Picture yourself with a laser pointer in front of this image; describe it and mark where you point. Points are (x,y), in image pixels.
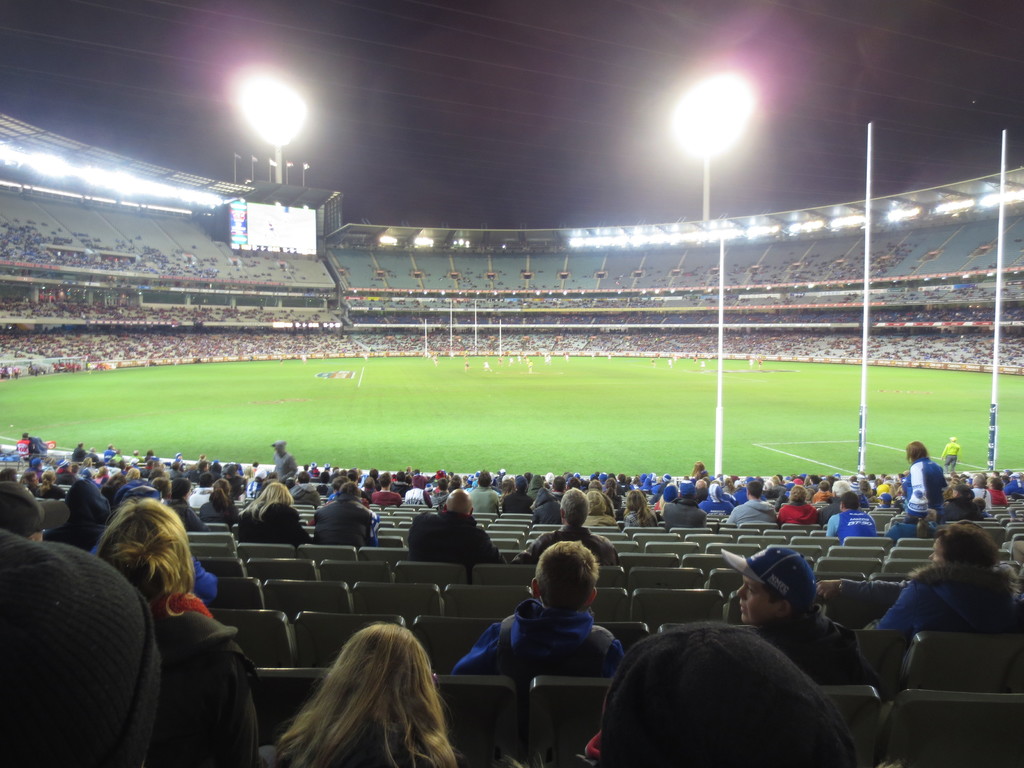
There is a ground (339,401) with a grass lawn (463,395). And there are many people (290,349) sitting on chairs (683,571). And this is a stadium (442,305). In the back (290,126) there is light (289,93) with poles (709,182). Also there are poles (998,364) on the right side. And there is a screen (284,229) in the background (294,230).
